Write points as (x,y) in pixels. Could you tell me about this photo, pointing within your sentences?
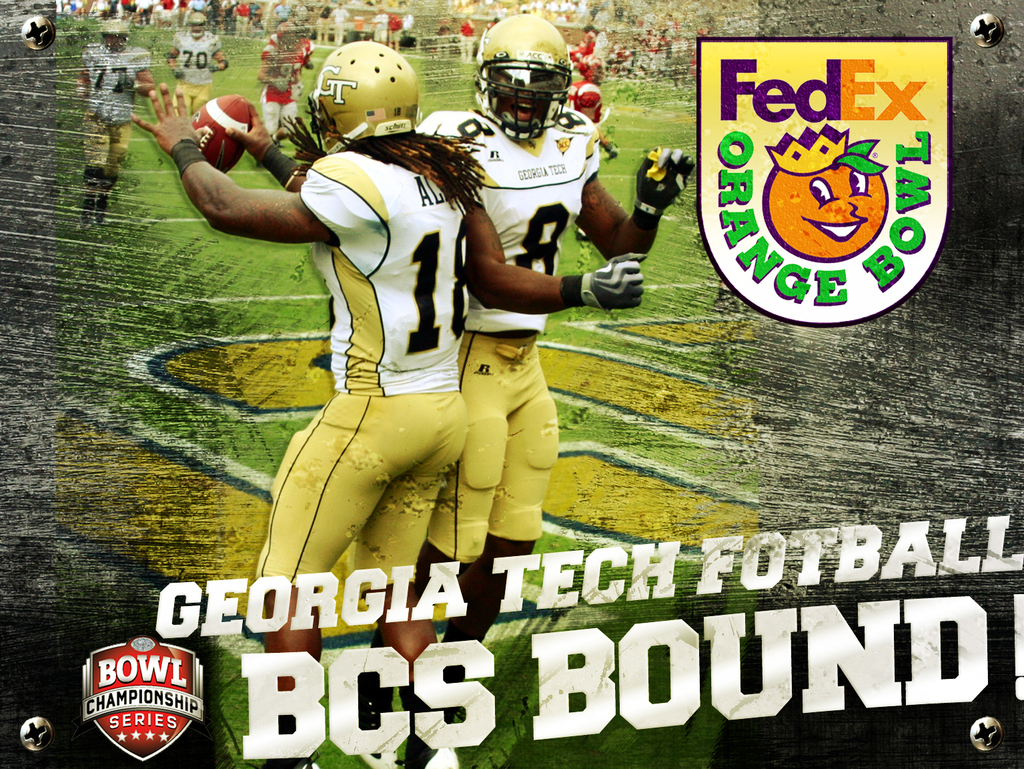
In this picture there is a poster (453,459). In the center (529,309) I can see the players (477,90) who are playing football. At the bottom (765,633) I can see the quotation (764,633). In the top right corner (757,133) there is a watermark (812,288). On the corners I can see the nails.
